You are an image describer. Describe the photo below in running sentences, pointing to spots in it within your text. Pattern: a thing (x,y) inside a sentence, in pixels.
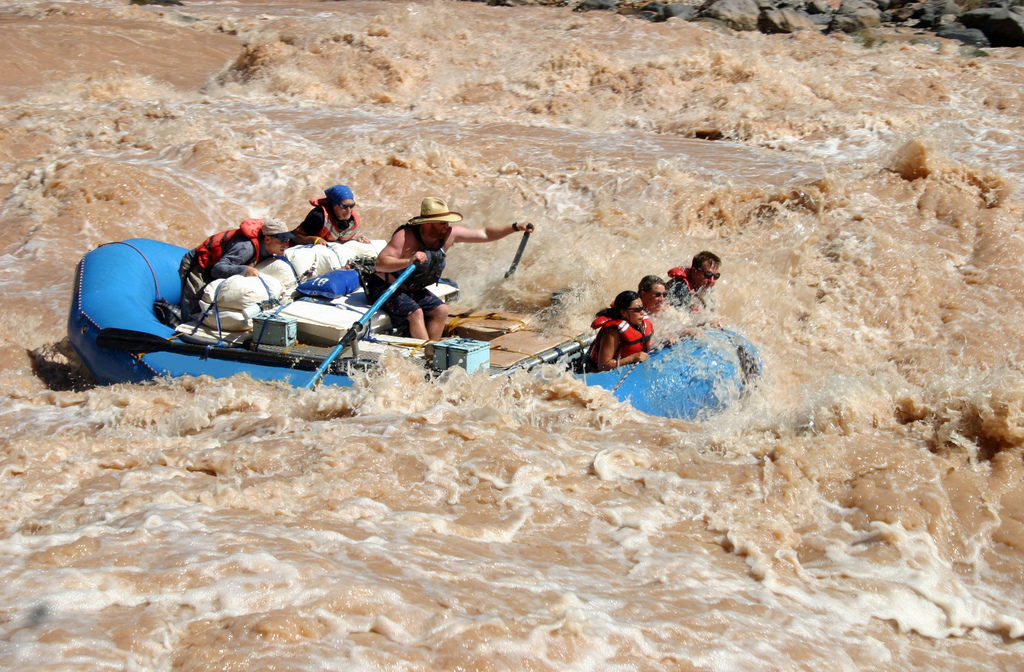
There is a river (422,147) flowing with a high flow. Six members (219,262) are rowing in a boat (533,353). The guy (426,307) in the center of the boat (396,327) is rowing. Three people (622,326) are sitting at the one end (577,351) of the boat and the two people (244,260) are sitting on the opposite end (251,252) of the boat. The guy (417,233) in the middle (410,276) is handling two oars (411,268) at a time. The water (600,286) is in brown colour. There are some stones (861,24) in the background (775,22).
